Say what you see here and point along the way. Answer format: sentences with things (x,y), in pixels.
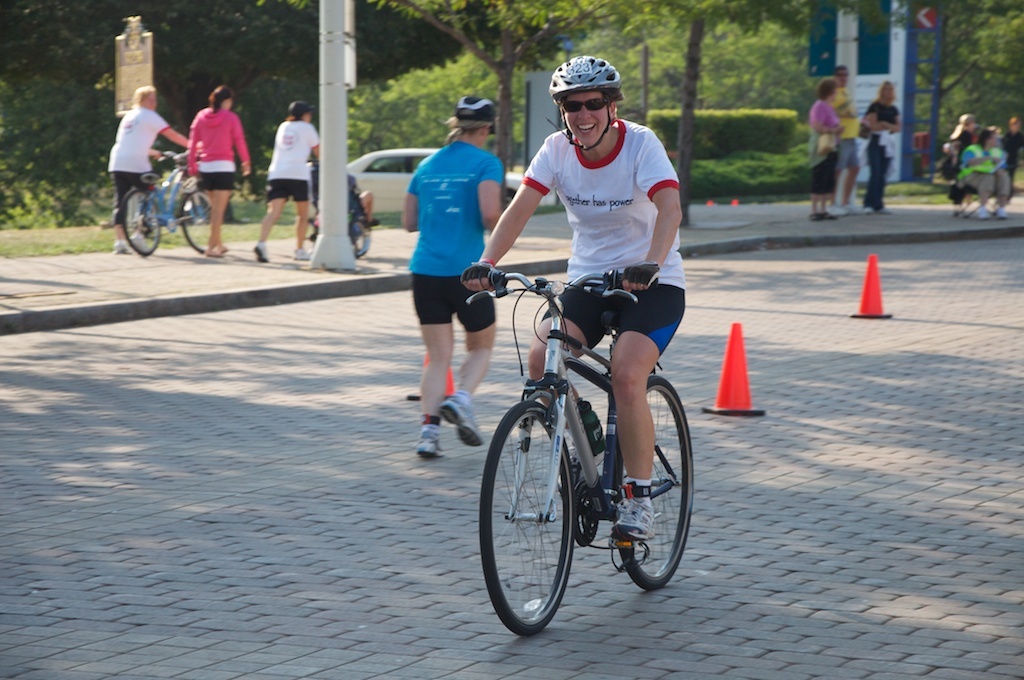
This image, peoples (570,258) are standing, walking, running. Few (635,397) are riding a bicycles (620,540). At the background (752,142), we can see a car (409,175) and trees (723,84), plants (748,159), pillar (343,96), poles (343,96), board (890,73), banners (882,57), rods (938,109). Here we can see a traffic cone (738,363). And the center of the image (596,252), the human (573,178) is smiling while riding a bicycle (543,515) on the road (366,606).
